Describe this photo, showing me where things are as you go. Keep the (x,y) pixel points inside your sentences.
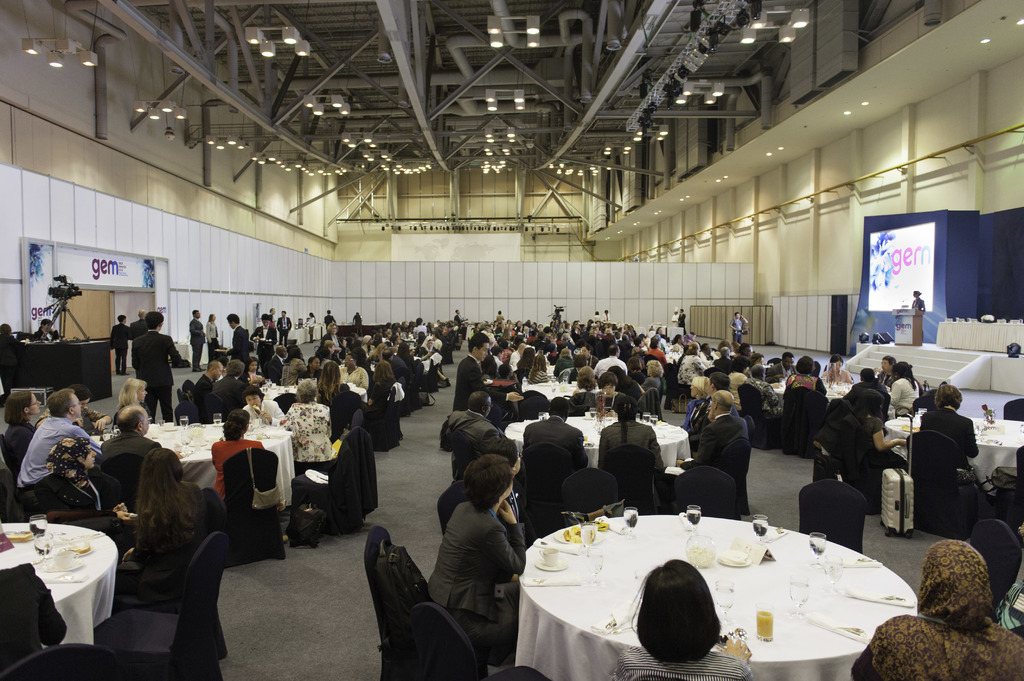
In the image there are a lot of people (312,369) in a hall (705,327) and they are sitting around the tables (561,592) and on the tables (622,534) there are glasses (593,532) with drinks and some other items (745,562), on the right side (885,276) there is a projector screen (871,296) and something is being displayed on the screen (911,304), there is a woman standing in front of a table (897,328) on the stage (1010,379) and on the left side (56,309) there is a camera (64,283) and behind the camera (63,297) there are some banners (99,273).
